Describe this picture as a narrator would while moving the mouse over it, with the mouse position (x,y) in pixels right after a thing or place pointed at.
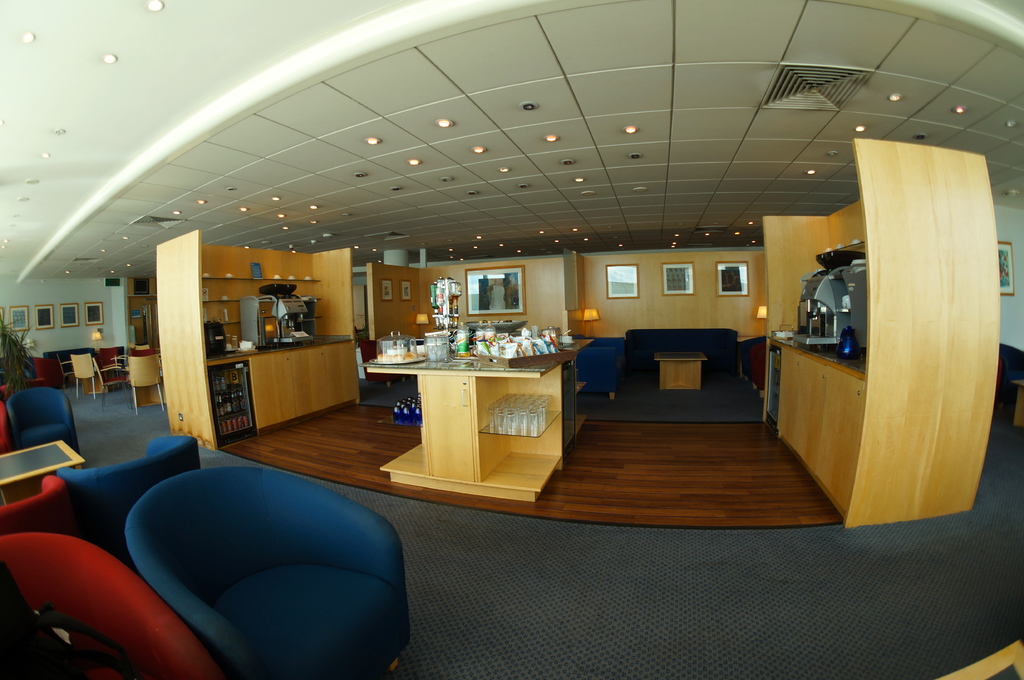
The picture is taken in a cafeteria (460,336) or a restaurant (248,319). On the left (113,537) there are couches (81,494) and table (16,468). In the center of the picture (497,398) there are tables (485,371), couches (718,338), coffee machines (307,333), glasses (536,419), jars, frames (499,278), lights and other utensils (529,360). On the right (1004,367) there couch (1010,363) and frames (1011,248). On the left (101,354) there are frames (44,317), chairs (101,357), couch (57,355), table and houseplant (28,355).
